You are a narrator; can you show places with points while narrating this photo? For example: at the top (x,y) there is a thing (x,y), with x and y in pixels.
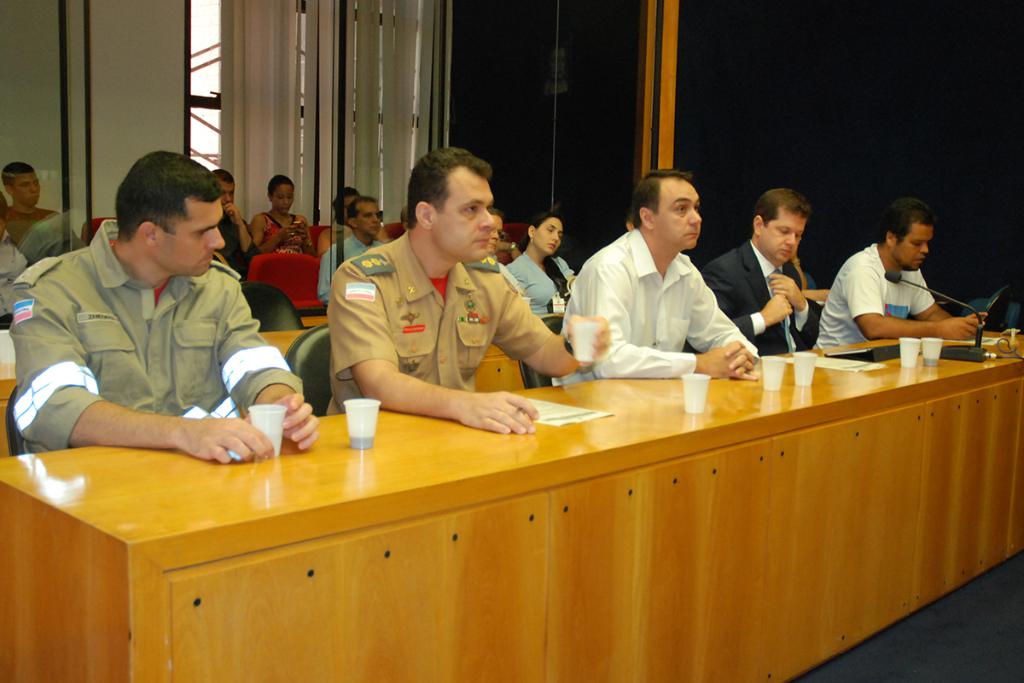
In this image I can see people (86,334) sitting in a room (924,393). There are glasses (925,343), papers (847,364) and a microphone (973,310) in front of them. There are window blinds (444,96) at the back (405,124).
